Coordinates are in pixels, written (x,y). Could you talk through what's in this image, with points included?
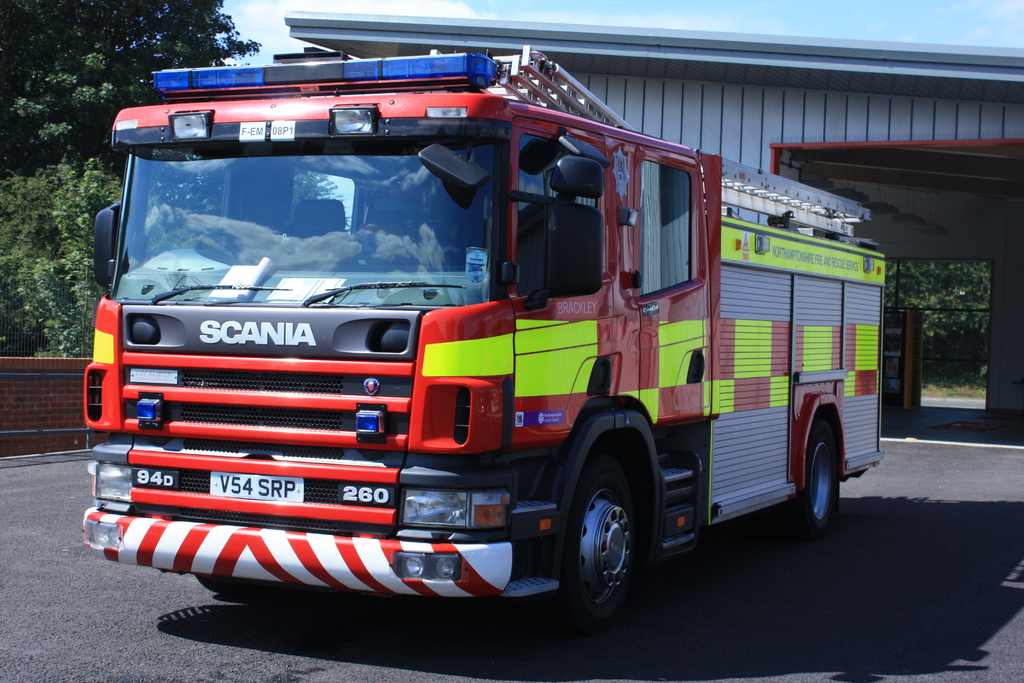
In this picture I can see a fire engine (473,372) on the road (413,612) and I can see trees (43,137) in the left side (98,189) and looks like a fire station (781,133) in the back (999,305) and I can see a blue cloudy sky (957,21).
